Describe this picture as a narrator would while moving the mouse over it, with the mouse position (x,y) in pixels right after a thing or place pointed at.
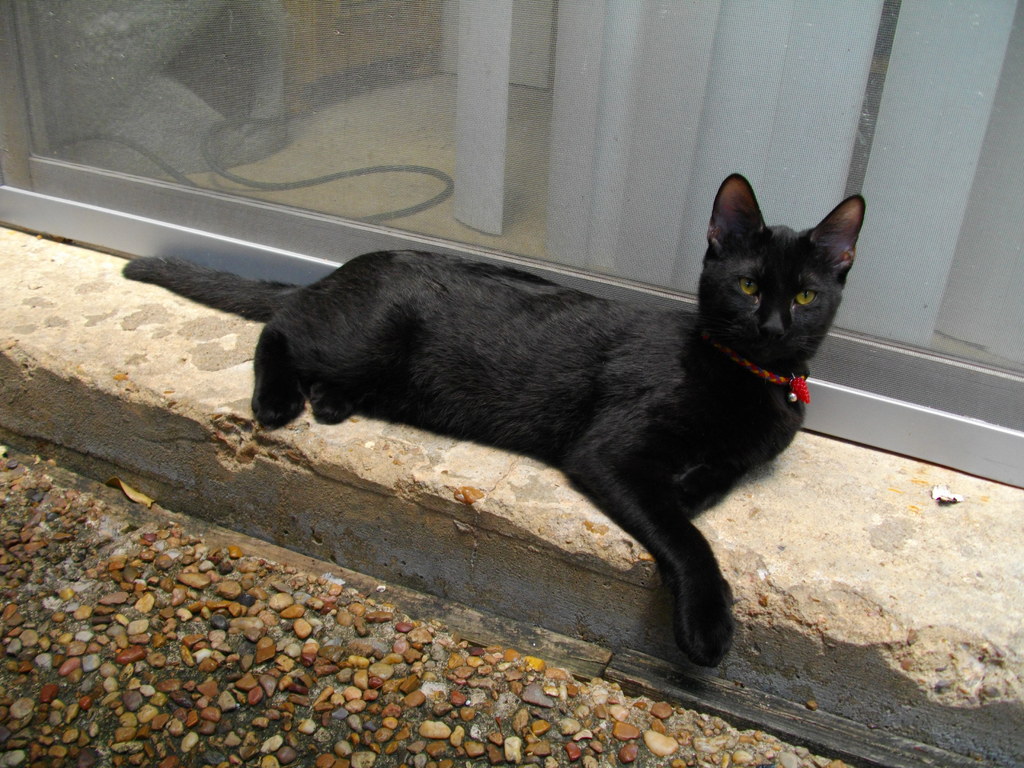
In this image we can see a cat (598,336) lying on the ground (310,440). On the ground (371,583) there are stones (330,702). In the back (374,138) there is a glass wall (468,120). Through the glass (581,76) we can see curtain (687,75).
